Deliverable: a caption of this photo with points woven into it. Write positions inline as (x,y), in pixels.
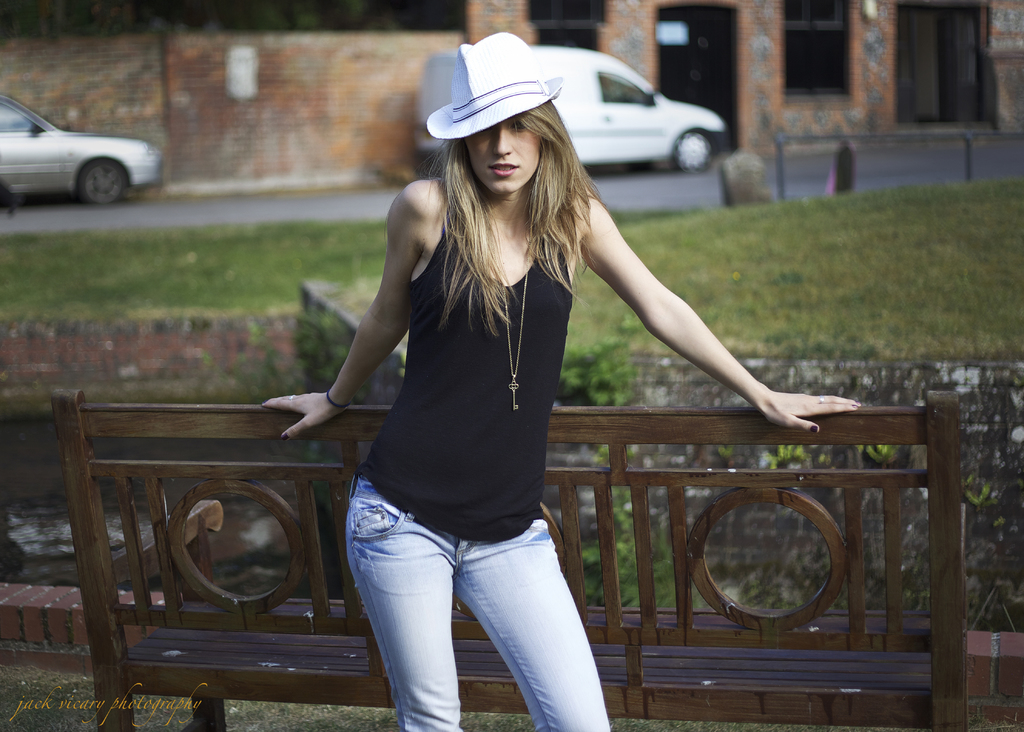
As we can see in the image in the front (543,137) there is a woman (546,310) wearing black color dress (535,433) and white color hat (487,112). There is grass (781,242), car (604,151) and a building (599,34).
